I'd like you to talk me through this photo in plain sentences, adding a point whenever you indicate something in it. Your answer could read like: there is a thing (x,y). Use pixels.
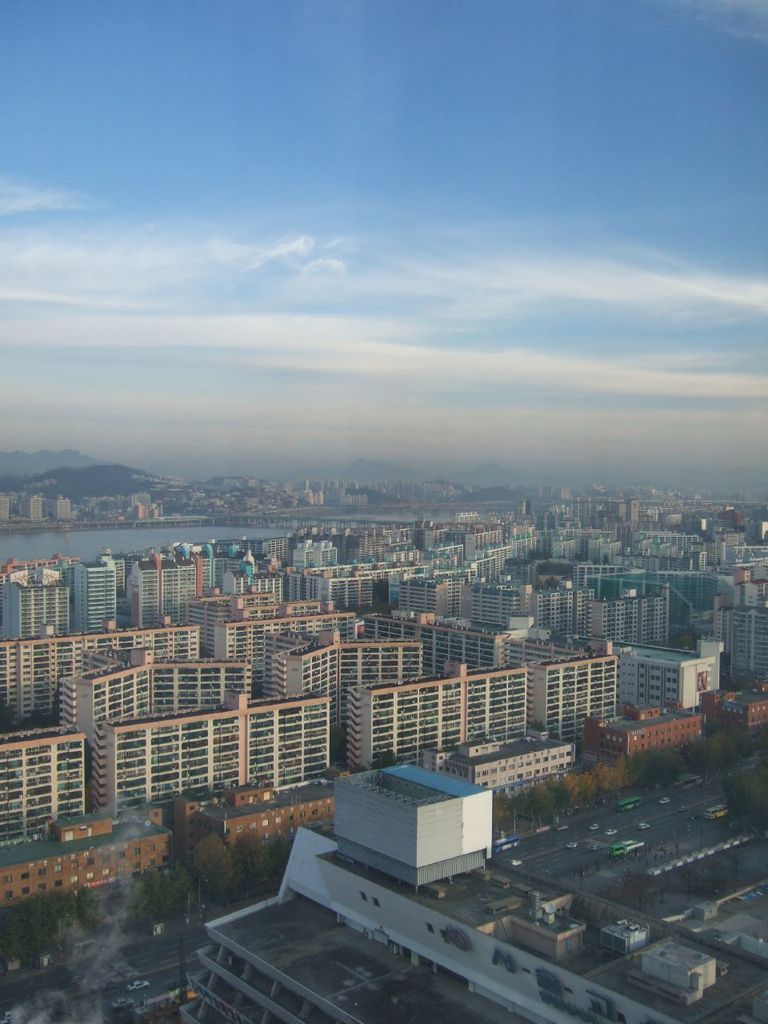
In this picture we can see there are buildings (249,742), trees (588,790), lake (131,541) and some vehicles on the road (695,826). Behind the vehicles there are hills (89,455) and the sky (231,234).
